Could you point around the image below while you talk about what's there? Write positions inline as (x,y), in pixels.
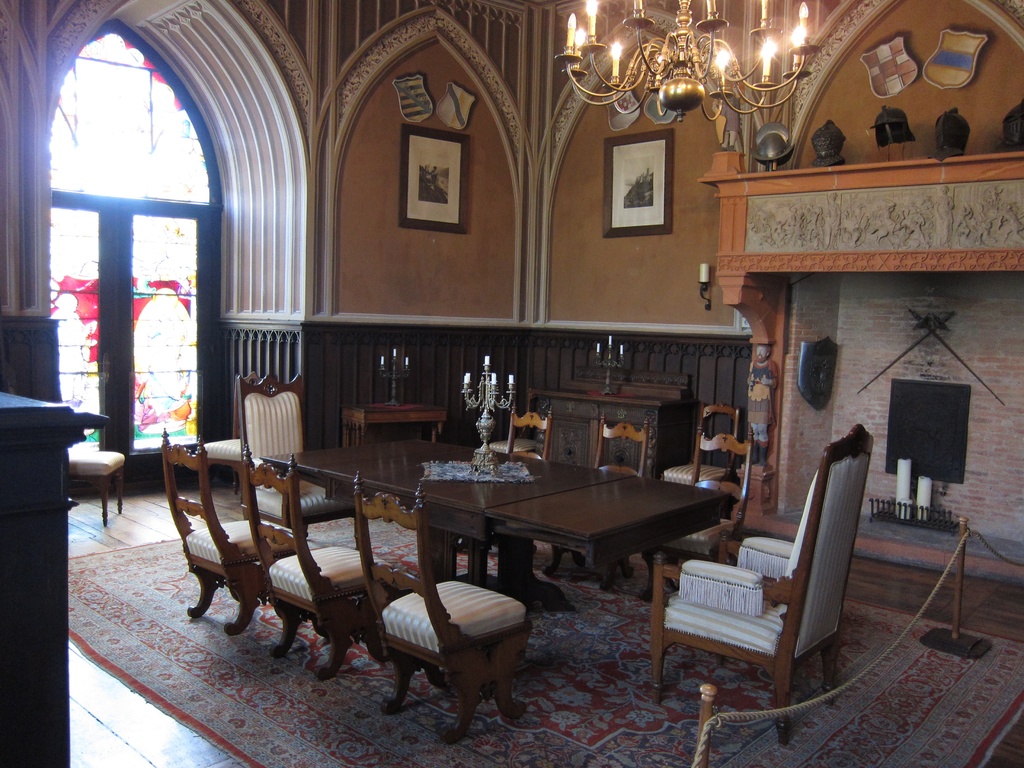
In this picture I can observe a dining table (605,520). Around the dining table (314,465) there are some chairs (481,587). I can observe a chandelier (611,86) on the top of the picture (594,22). I can observe two photo frames (456,185) on the wall (549,215). On the left side (52,261) I can observe a door (108,317).
